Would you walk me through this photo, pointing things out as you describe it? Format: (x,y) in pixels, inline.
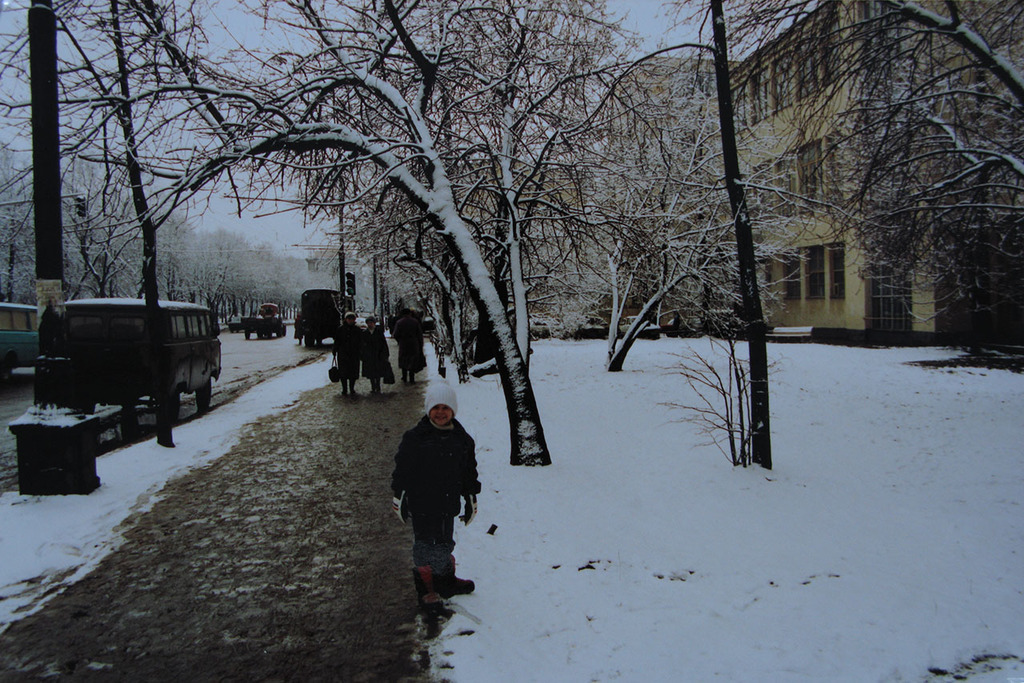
In the center of the image (459,429) there are people (467,486) walking on the road (352,415). There are vehicles (119,345). There is a pole (55,276). There is a traffic signal (353,287). At the bottom of the image (713,580) there is snow (696,582) on the surface (687,558). In the background of the image (271,217) there are trees (586,161), buildings (768,152) and sky (287,214).
